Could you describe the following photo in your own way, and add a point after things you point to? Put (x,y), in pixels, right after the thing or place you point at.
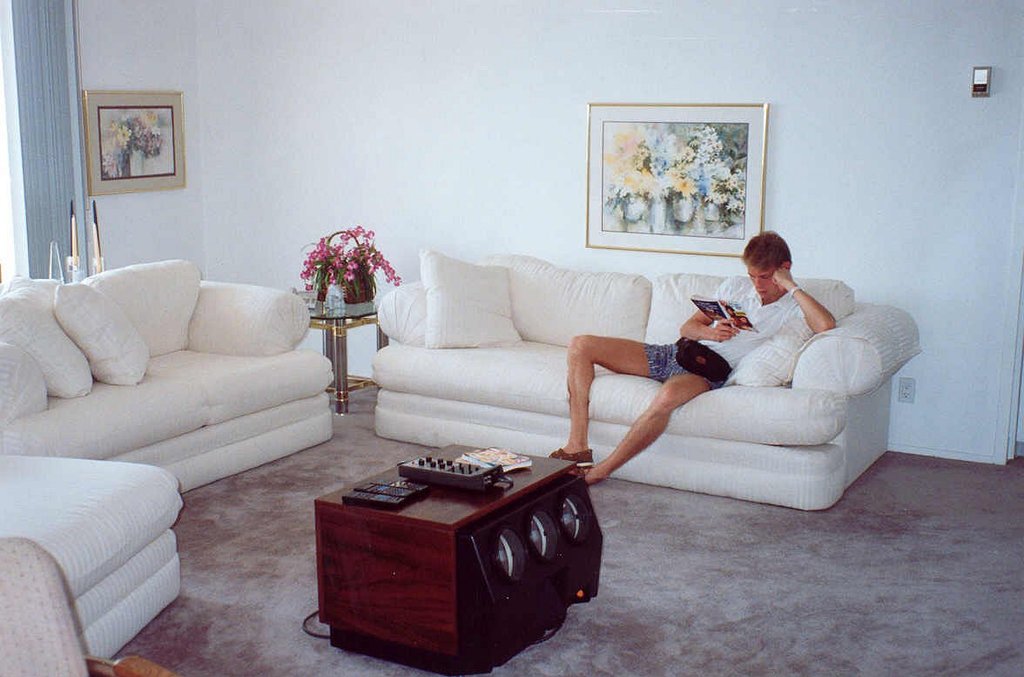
This is a picture of a living room (338,671). In the center of the picture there is a desk (447,506), on the desk (371,509) there are remotes (402,489), books (514,456) and speakers (487,524). On the left (34,503) there are couches (134,452), pillows (124,371). The top left (39,37) there is a curtain (45,184), window (9,164) and a frame (167,182). To the right (944,127) there is a wall (996,279). In the center of the background (737,295) there is a couch (520,373), on the couch (617,410) there are pillows (472,321) and a man (691,377) seated. In the background (720,227) on the wall (789,149) there is a frame (643,189). To the center of the background (339,311) there is a desk (342,329), on the desk (358,316) there is a flower vase (352,257) and a glass (334,296).
